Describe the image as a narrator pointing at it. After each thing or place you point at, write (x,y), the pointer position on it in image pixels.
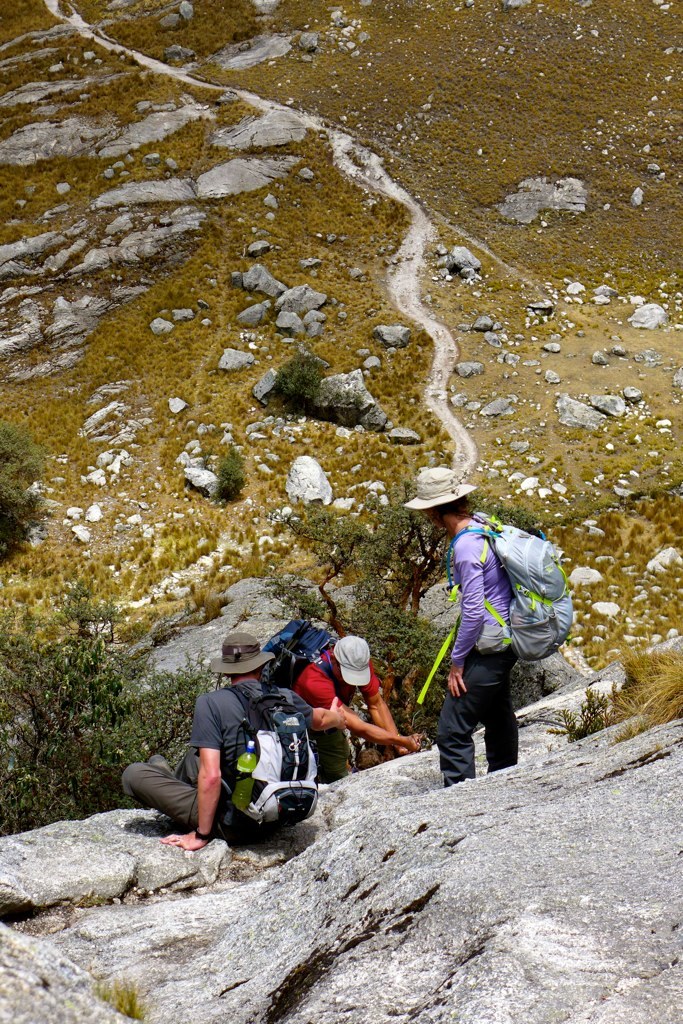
this picture shows a man (488,714) standing and a man (384,715) climbing rock (387,801) and a man (198,776) seated on the rock (333,820) all the three wearing backpacks (540,576) on their back (271,808) and we see couple of trees (45,657).
